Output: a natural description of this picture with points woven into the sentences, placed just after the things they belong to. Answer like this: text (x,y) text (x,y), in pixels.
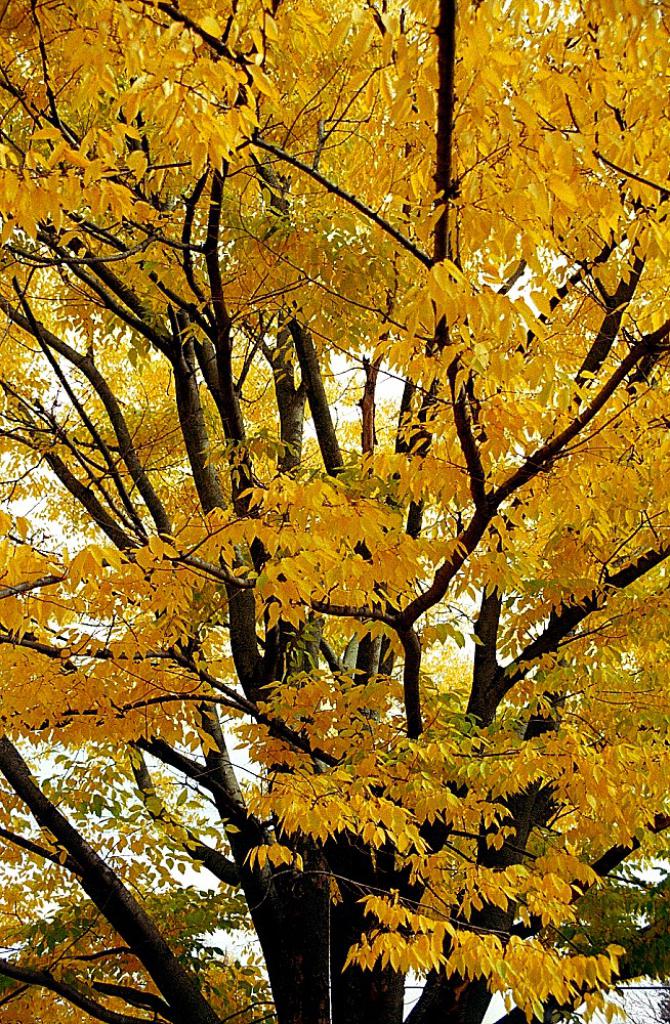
In this image we can see a tree (363,551). There are yellow color leaves (266,453) and few are green in color in the image.
